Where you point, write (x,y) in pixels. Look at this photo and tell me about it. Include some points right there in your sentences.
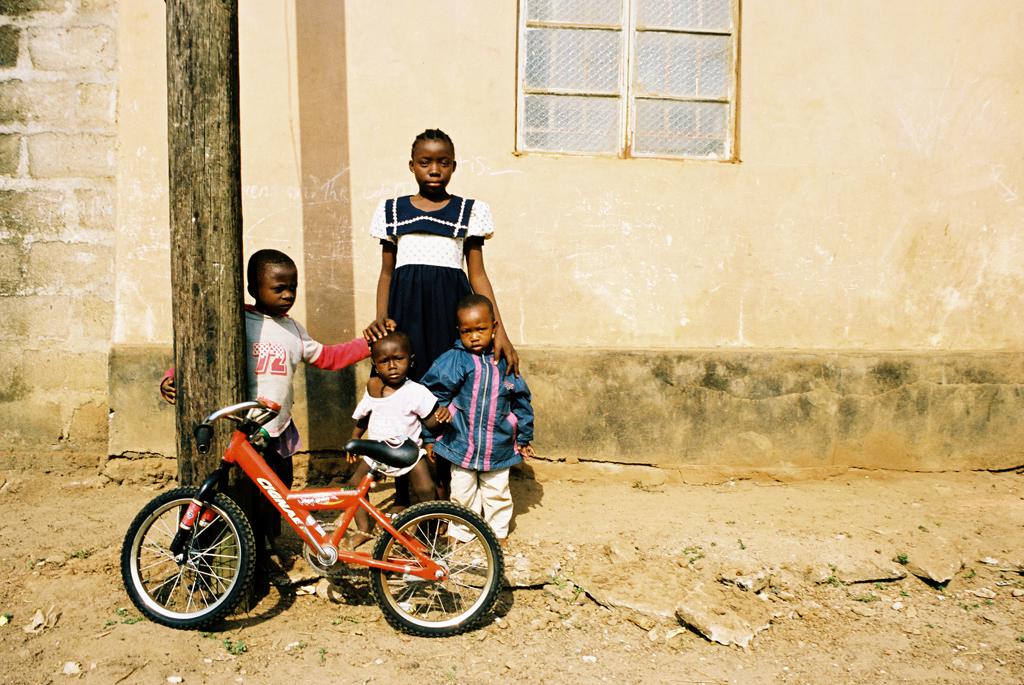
In this image I can see a red colour bicycle (244,464) and a pole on the left side of this image (321,537). Behind it I can see a girl (418,360) and 3 children (397,339) are standing. In the background (553,203) I can see the wall (467,25) and a window (569,119).
